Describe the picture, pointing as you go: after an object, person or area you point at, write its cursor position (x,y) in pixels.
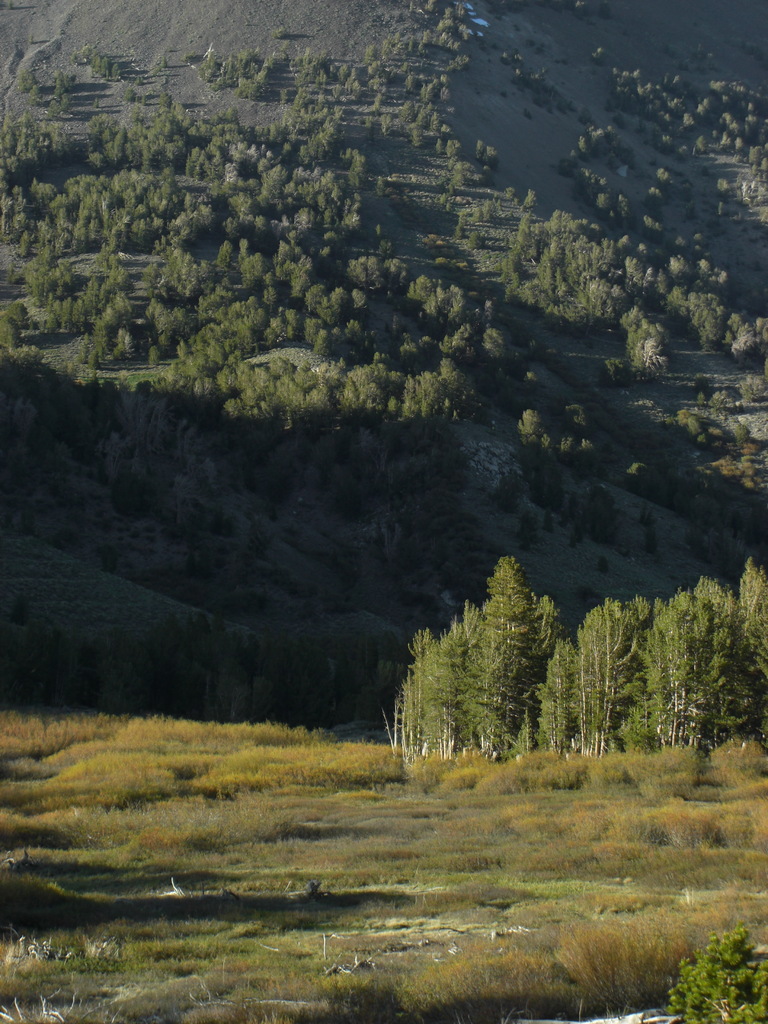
In this image there is a mountain (370,181) towards the top of the image (391,181), there are trees (359,171) on the mountains (403,233), there are trees (622,657) towards the right of the image (586,653), there are plants (485,918) towards the bottom of the image (520,946).
